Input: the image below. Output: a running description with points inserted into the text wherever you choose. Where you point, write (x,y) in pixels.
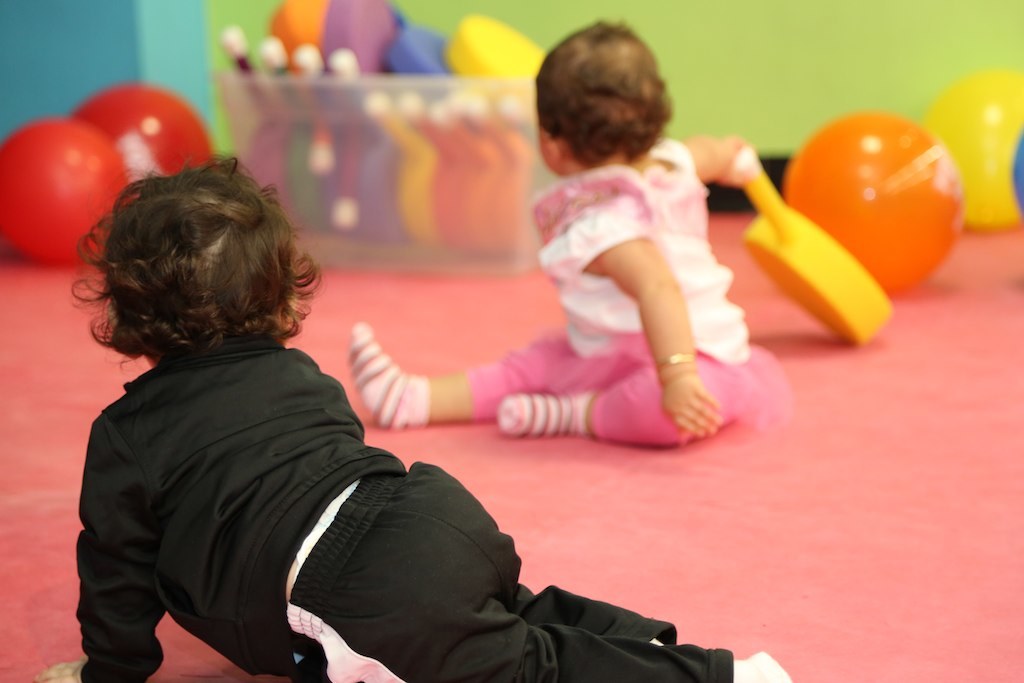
On the left side (195,441) a baby (401,552) is there, this baby (305,502) wore black color dress (321,497). on the right side (707,381) another baby (609,325) is sitting. This baby (627,269) wore white color top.
